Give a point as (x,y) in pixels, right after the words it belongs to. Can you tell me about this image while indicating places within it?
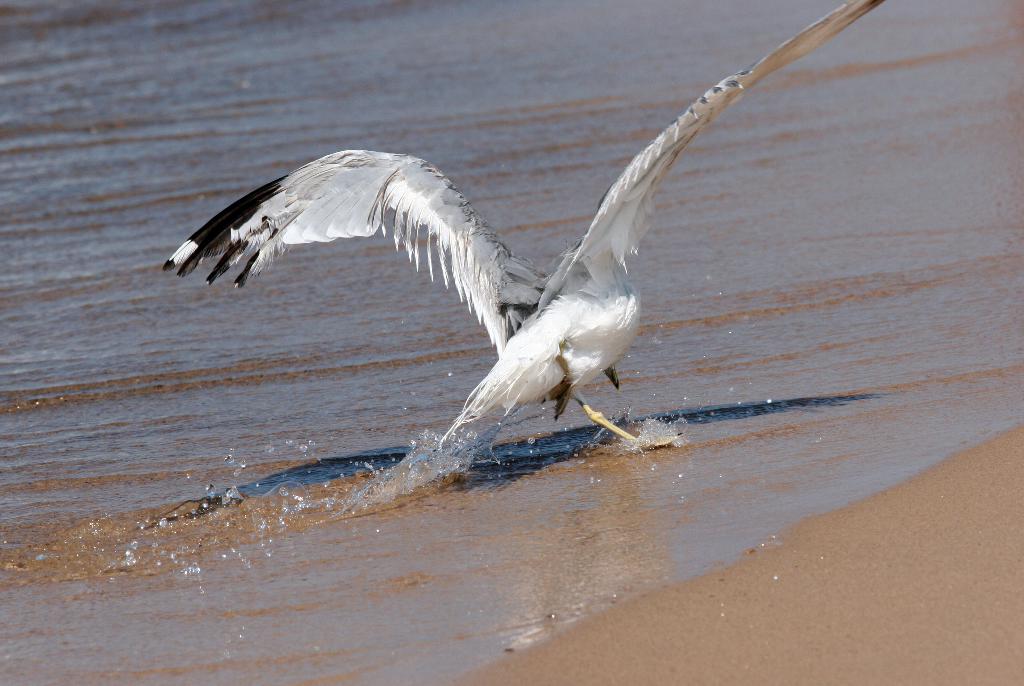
In this image I can see the bird (555,372) which is in white and black color. To the right (851,597) I can see the sand (846,601). To the left (151,136) I can see the water (87,78).
